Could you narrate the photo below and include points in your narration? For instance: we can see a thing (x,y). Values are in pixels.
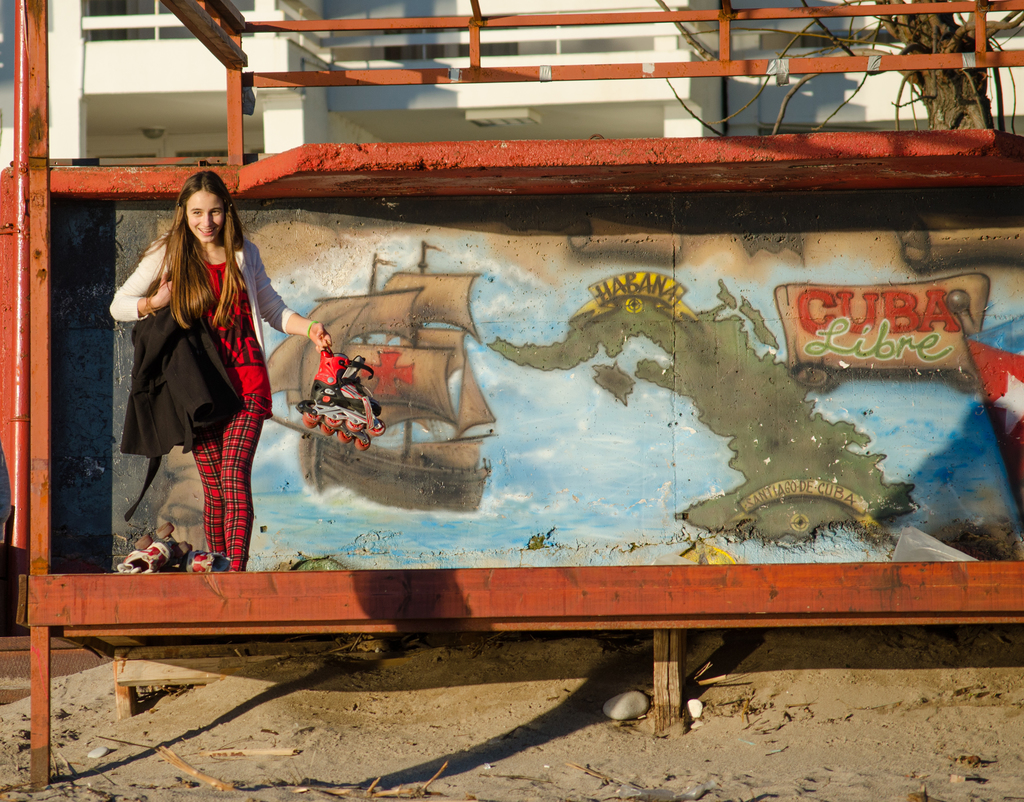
In this picture we can see a woman (233,428), behind to her we can find a painting (629,469), and also we can see few metal rods (979,61), tree (933,89) and a building (575,93).
